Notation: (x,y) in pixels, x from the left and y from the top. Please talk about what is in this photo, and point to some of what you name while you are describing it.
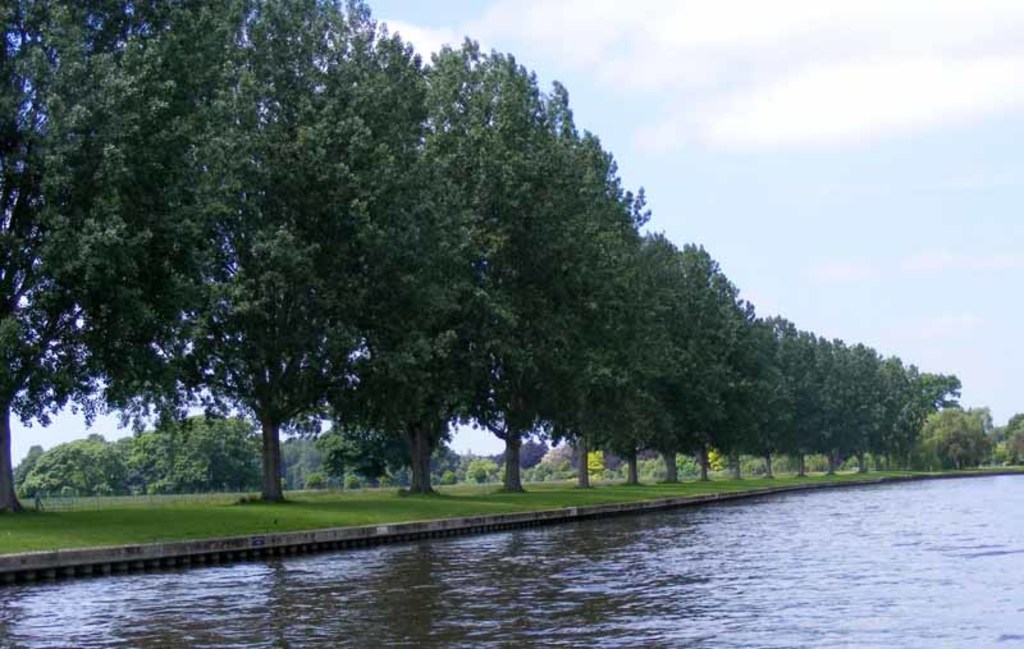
In this image, we can see so many trees (519,351) and grass (468,497). At the bottom (977,577), we can see the water (894,591). Background (95,428) there is a sky (1020,48).
